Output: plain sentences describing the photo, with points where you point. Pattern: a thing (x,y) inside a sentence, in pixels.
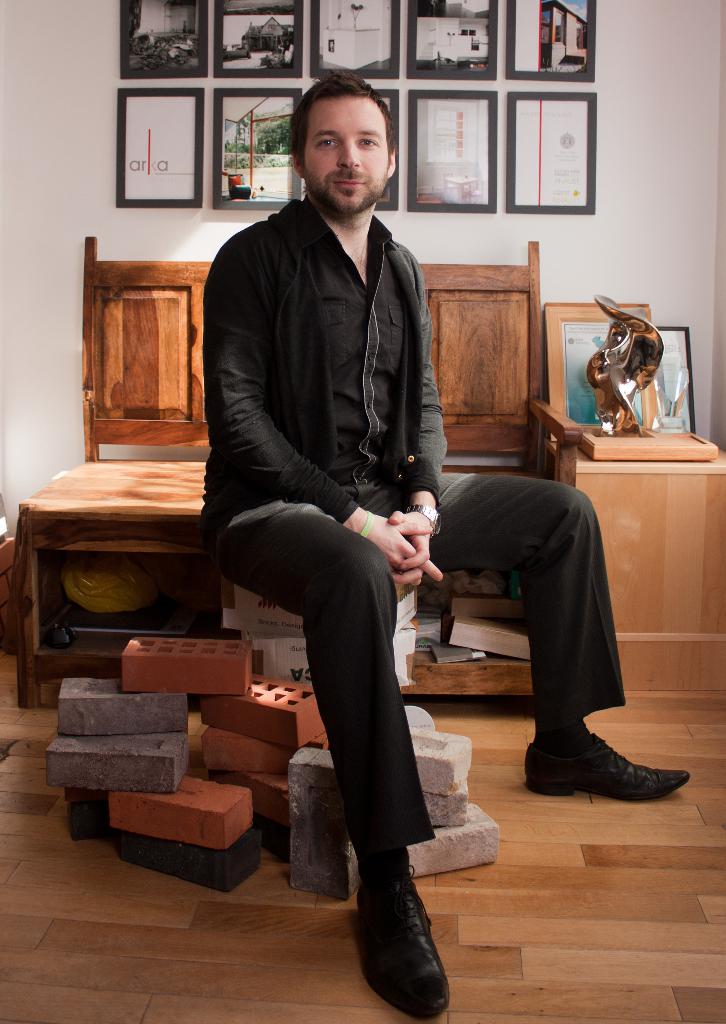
In this image we can see there is a person (288,589) sitting on the bench (200,576). And at the back (491,666) there is a wooden sofa (110,421) and there is a table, in that there is a cover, object (622,402) with design (632,389) and there are photo frames (463,155) attached to the wall (177,455).
